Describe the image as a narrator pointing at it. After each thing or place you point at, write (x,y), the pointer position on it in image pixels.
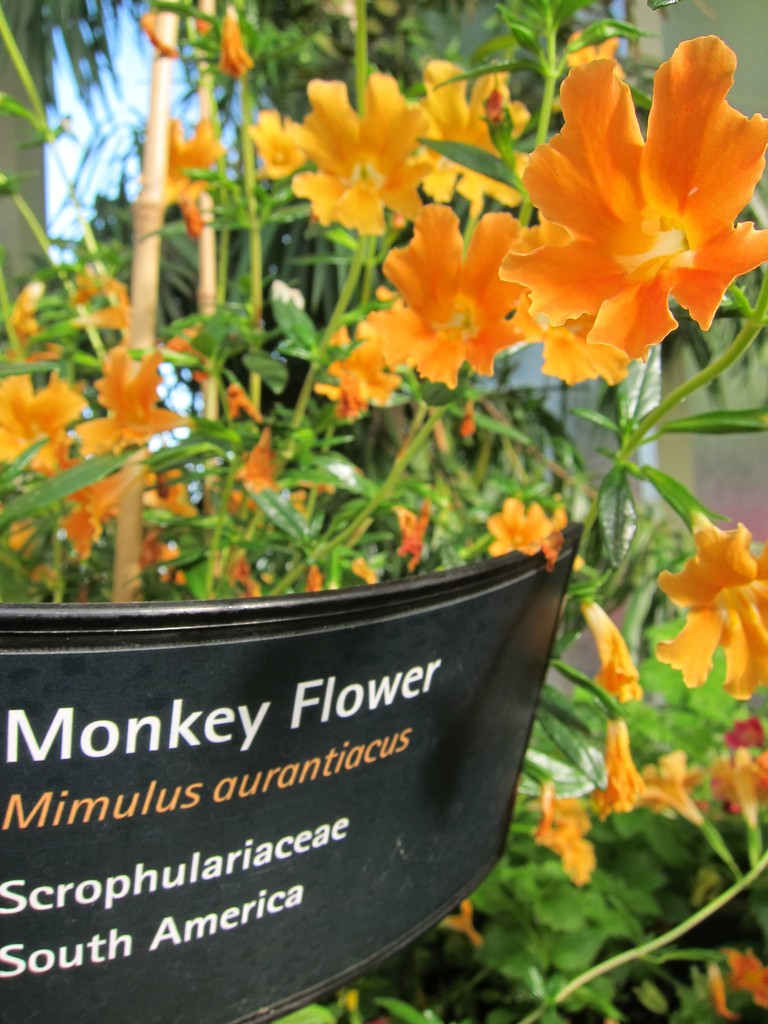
This picture seems to be clicked outside. In the foreground (216,906) we can see the text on a black color object (182,677) which seems to be the board (231,728) and we can see the flowers (483,253) and the green leaves (276,322) of the plants (303,331) and in the background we can see a wooden stick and some other items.
